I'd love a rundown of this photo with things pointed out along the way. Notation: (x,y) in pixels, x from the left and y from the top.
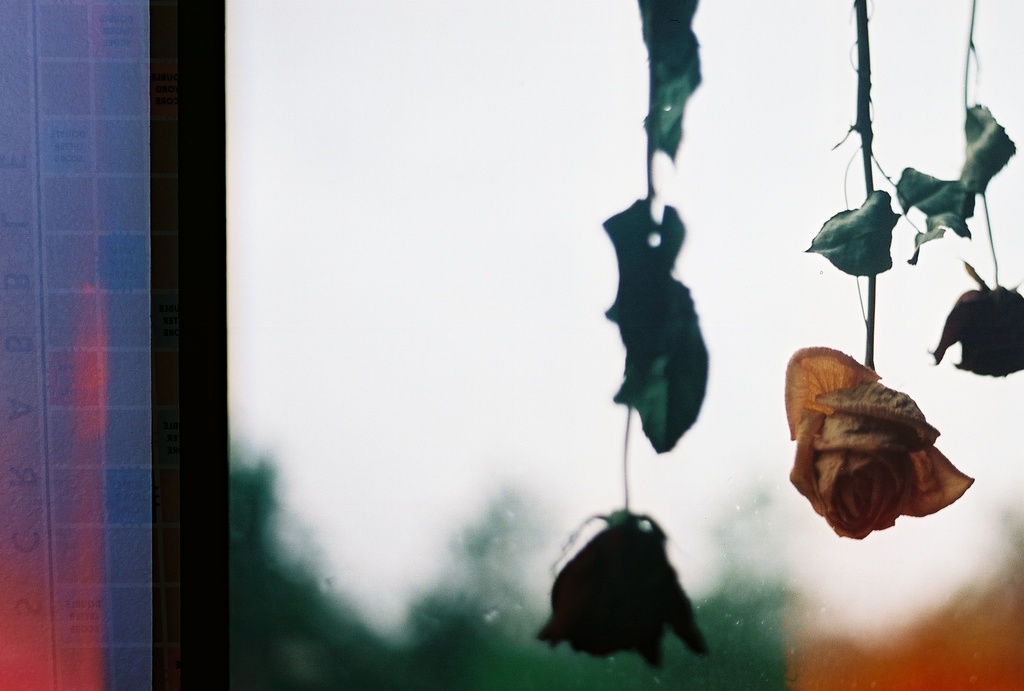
In the image there are three flowers (823,442) hanging in front of the window (504,560).
